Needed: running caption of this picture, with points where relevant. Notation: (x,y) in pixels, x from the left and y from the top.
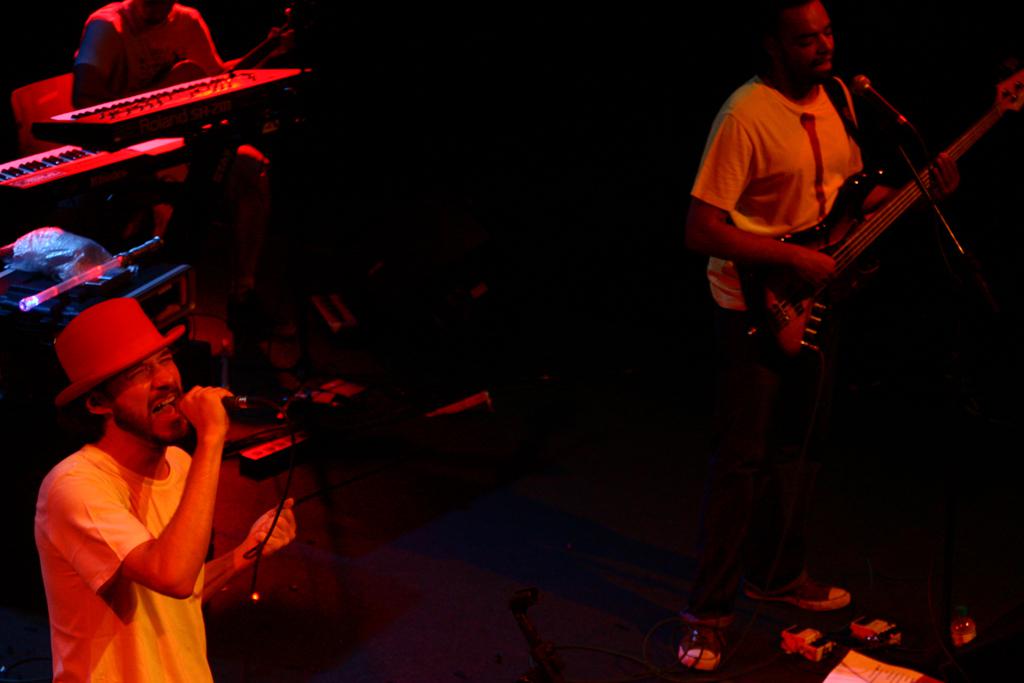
The picture is taken on the stage (291,630) where one person (798,171) is standing in white shirt (818,168) and playing guitar (871,184) and singing in front of microphone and another person (209,490) is standing and singing in the microphone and wearing a white shirt (99,448) and cap (114,350), behind them there is another person (176,45) is sitting and playing guitar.
